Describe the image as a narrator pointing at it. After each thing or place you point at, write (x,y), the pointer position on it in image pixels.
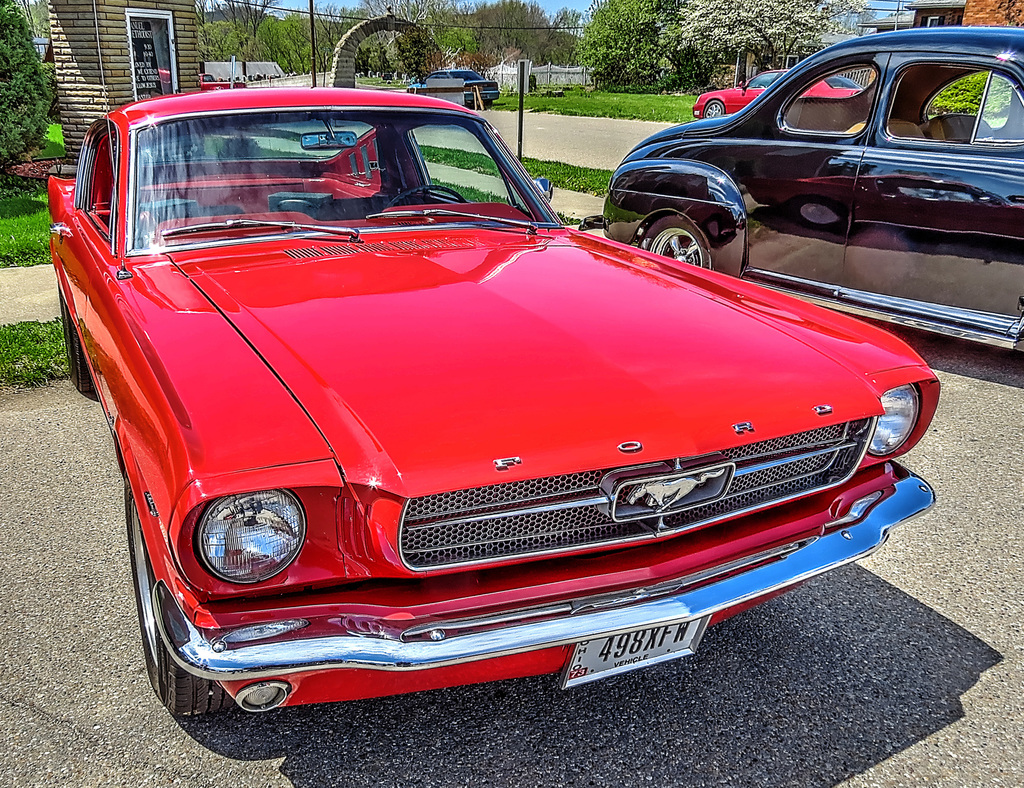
In this picture we can see cars (736,474) on the ground (89,608), grass (14,263), trees (294,45), arch (353,38), buildings (913,7) and some objects (245,61) and in the background (560,6) we can see the sky (546,6).
